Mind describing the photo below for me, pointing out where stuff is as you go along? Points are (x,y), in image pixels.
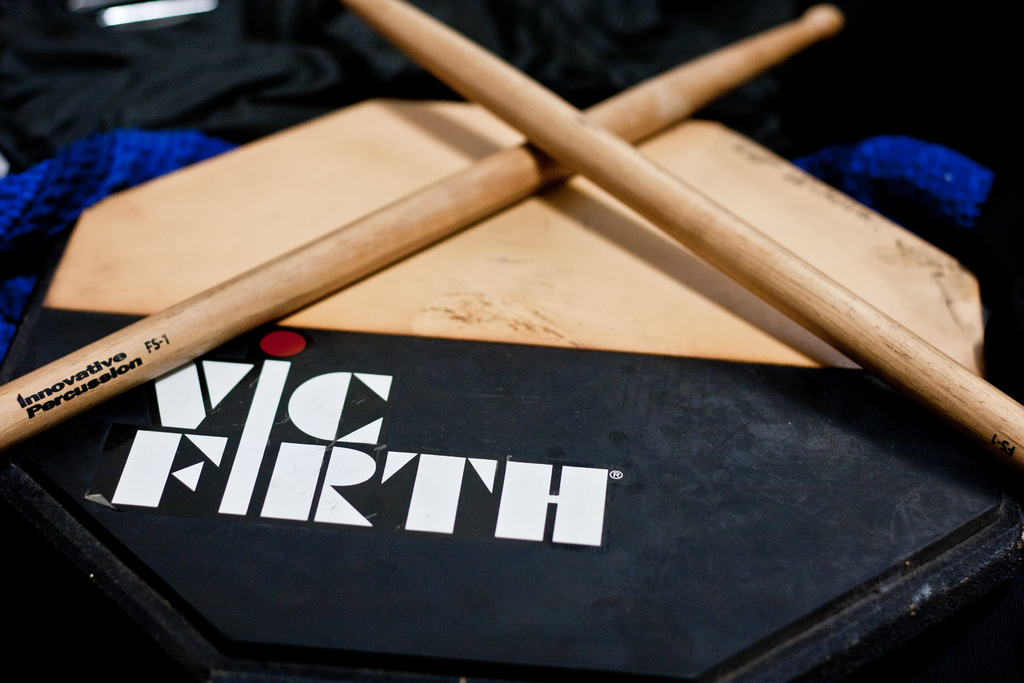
In this image I can see some pad (193,272) on which two wooden sticks (366,234) are placed. It is looking like a drum practice pad (548,415).
